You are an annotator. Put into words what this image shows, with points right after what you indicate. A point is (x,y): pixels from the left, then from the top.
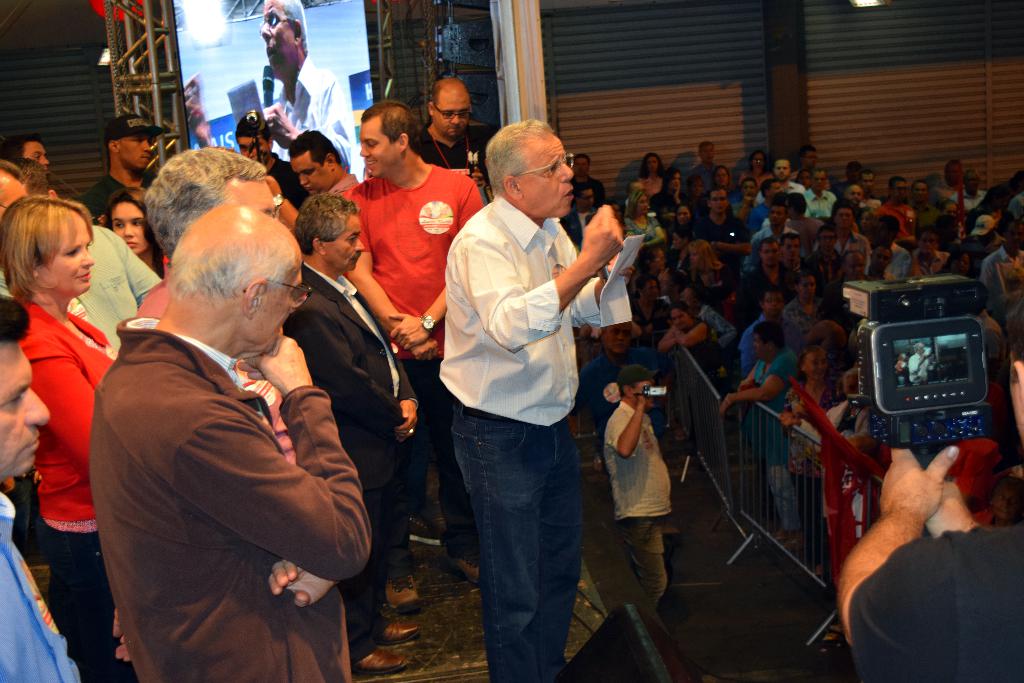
In this image on the left side (318,323) we can see few persons (377,229) are standing on the stage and a man (580,312) is holding a mic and paper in his hand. On the right side (853,261) there are few persons (821,367) standing at the fence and two persons (981,534) are holding cameras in their hands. In the background (310,91) we can see a screen (346,75), poles (784,31), lights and other objects (626,86).
